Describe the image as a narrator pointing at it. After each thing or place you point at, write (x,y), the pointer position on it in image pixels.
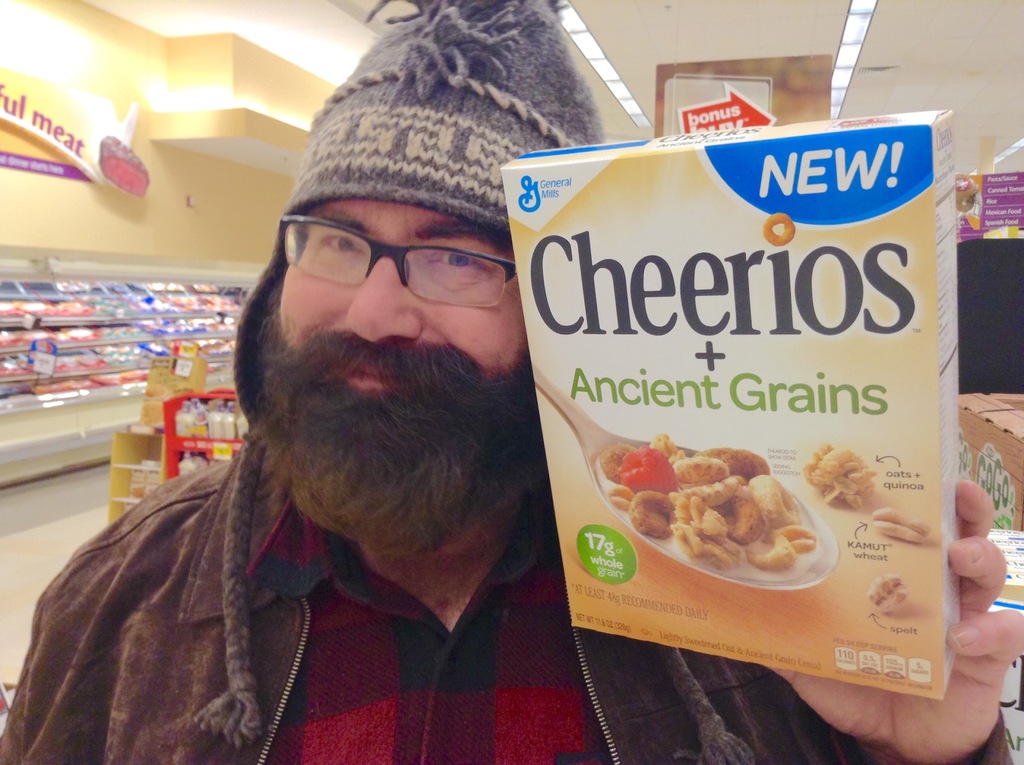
In this image there is one person (531,539) standing and holding a box (688,488) in the middle of this image (535,424). There are some items (133,375) are kept on the left side of this image (152,354) and right side of this image (999,435) as well. There is a wall (216,176) in the background (246,186).
